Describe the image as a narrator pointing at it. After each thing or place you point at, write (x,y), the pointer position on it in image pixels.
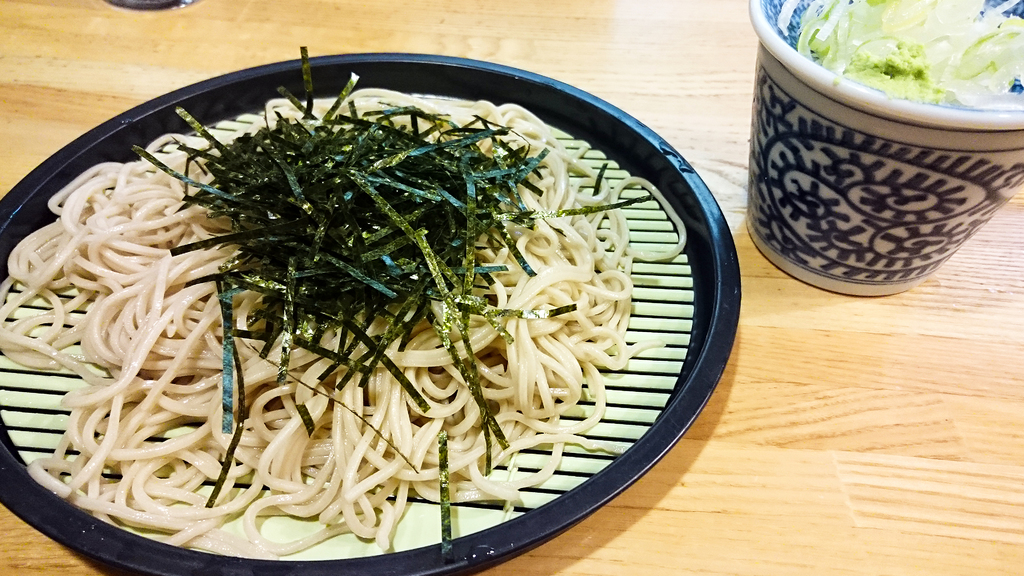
This is the table (776,458) with a glass (802,234) and a plate (81,527) on it. This plate (43,518) contains noodles (176,341) and some other ingredient (348,218). This glass (853,205) contains some food item (904,67) in it.
